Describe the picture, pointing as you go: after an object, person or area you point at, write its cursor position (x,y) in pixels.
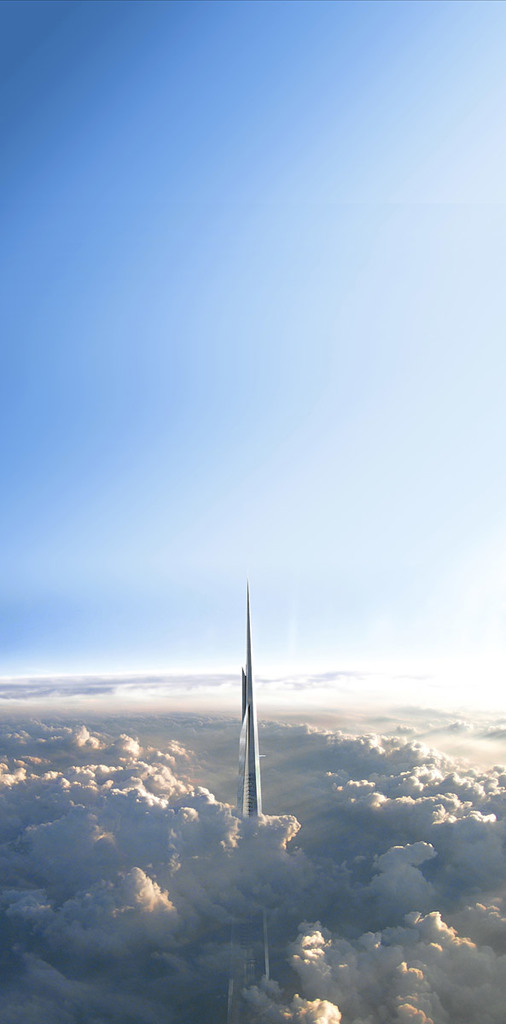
In this image we can see a skyscraper (259,804) and we can see the clouds (350,907) around the skyscraper (266,907) and at the top of the image (458,341) we can see the sky (96,125).
